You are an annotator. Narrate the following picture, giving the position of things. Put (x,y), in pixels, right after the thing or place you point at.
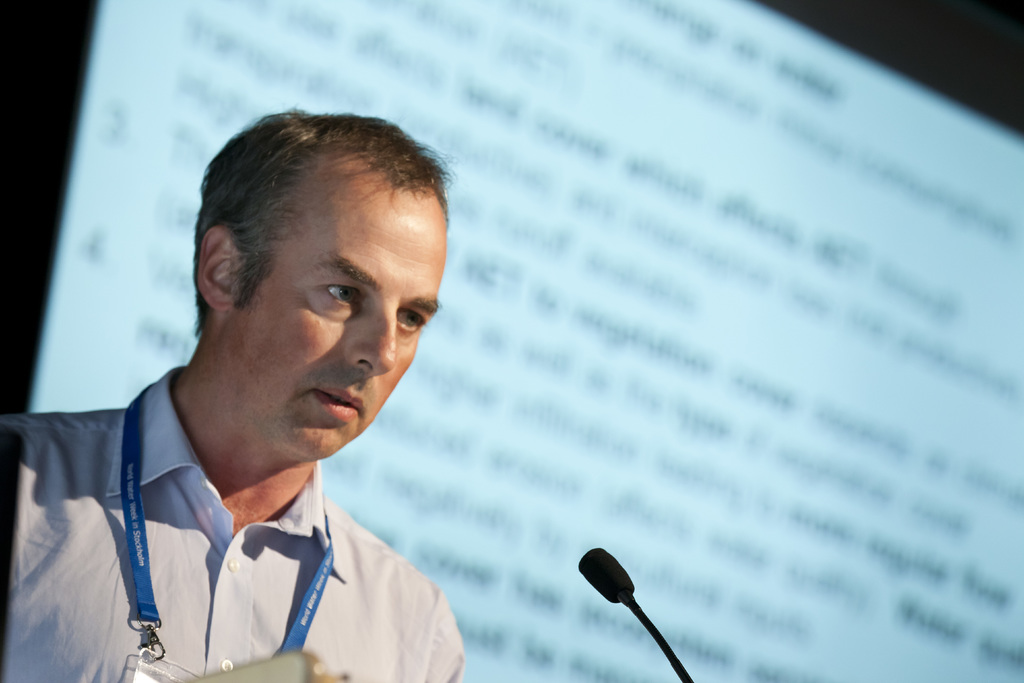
There is one man (221,496) wearing a white color shirt (200,594) and an ID card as we can see in the bottom left corner of this image (73,593). There is a Mic (596,581) at the bottom of this image (667,656) and the screen (677,444) is in the background (647,356).
